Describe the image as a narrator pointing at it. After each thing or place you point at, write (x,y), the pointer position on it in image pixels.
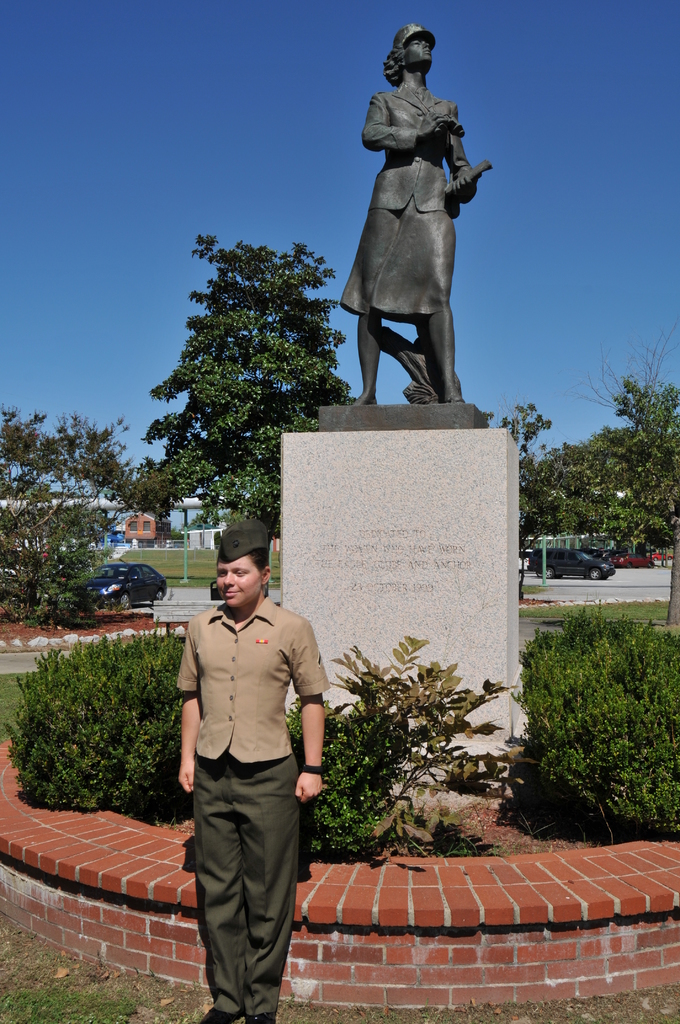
In this image we can see a statue (436,371), in front here a woman (226,673) is standing on the ground (147,635), there are the trees (262,366), there are the cars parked in the lot (581,578), at above here is the sky (470,263).
